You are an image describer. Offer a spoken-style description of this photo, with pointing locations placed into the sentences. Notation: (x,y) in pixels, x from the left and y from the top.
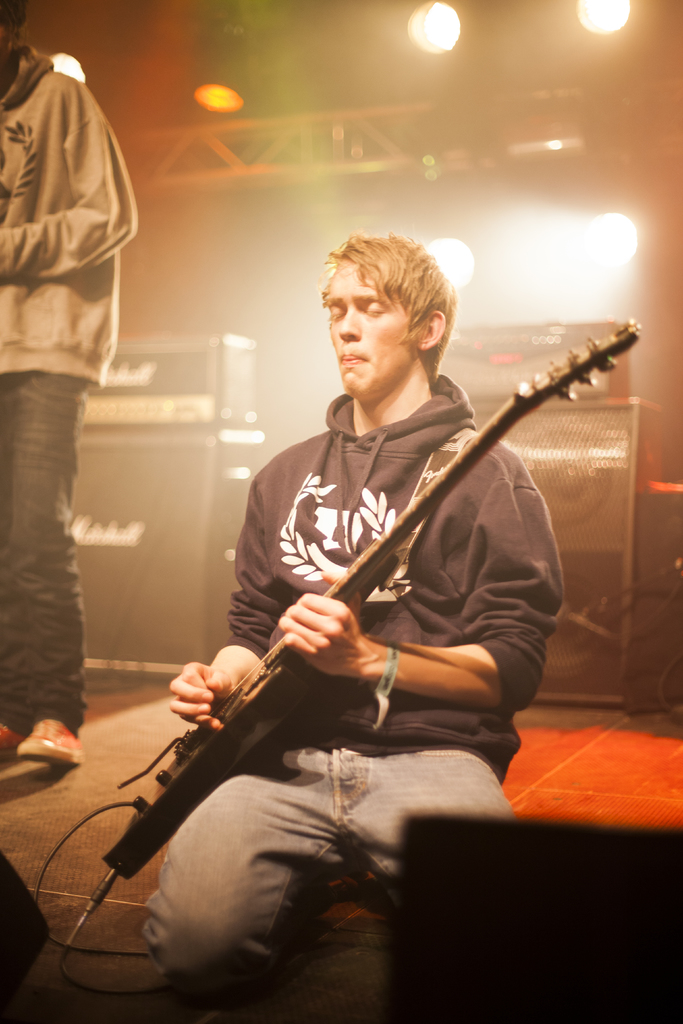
As we can see in the image, there are two persons (237,670). The person (346,639) who is sitting here is holding guitar (403,518) in his hands (325,653).
